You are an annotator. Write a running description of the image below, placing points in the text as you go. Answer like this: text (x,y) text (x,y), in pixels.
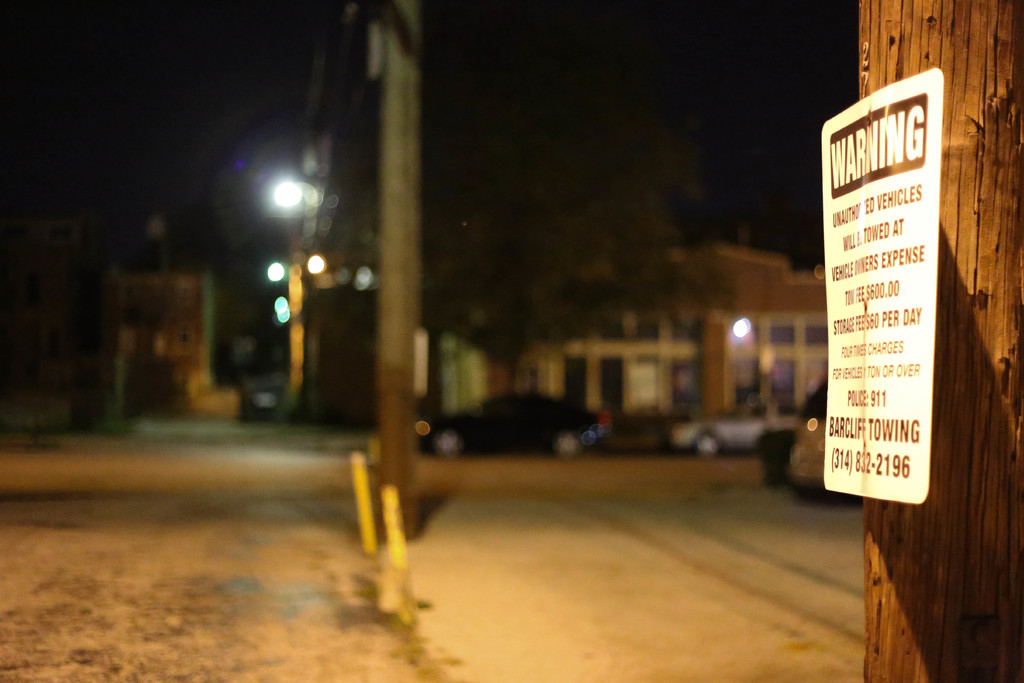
In this given picture, We can see an electrical pole (400,422), few cars (730,435) parked, a building (717,374), a couple of lights (280,182) after that, We can see tree trunk (959,100) and there is a small flex (936,87) which is attached to a tree trunk (948,84).
